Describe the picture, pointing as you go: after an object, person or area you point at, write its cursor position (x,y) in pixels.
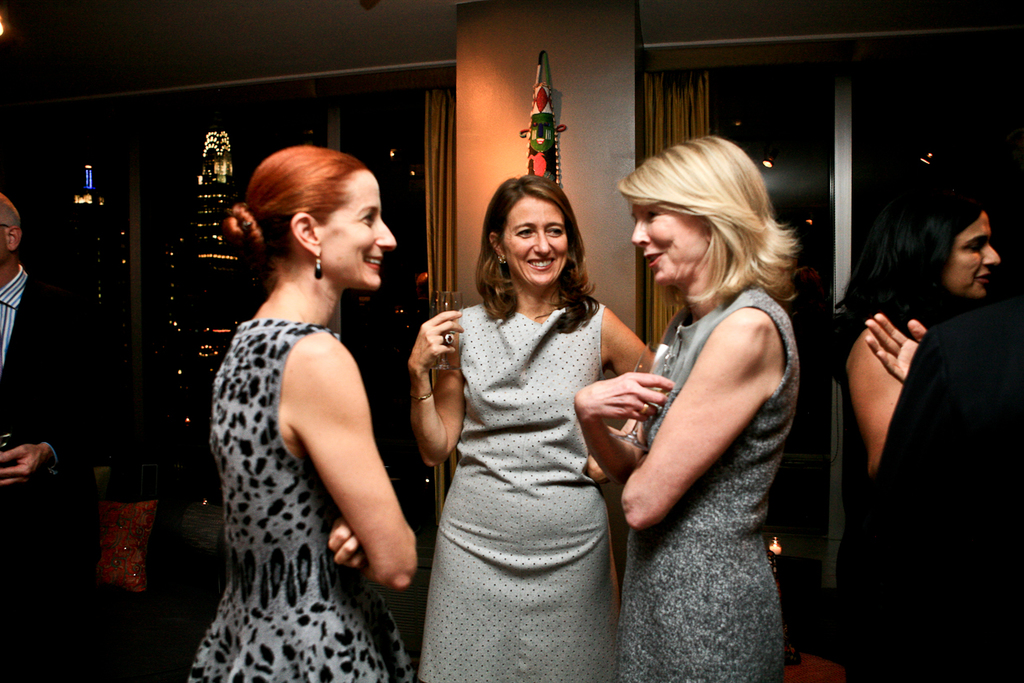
In the middle of this image (448,412), there are three women (574,437) in different color dresses (279,344), smiling and standing. One of them is speaking. On the right side (966,234), there is another woman (976,288) speaking. On the left side (48,640), there is another person (45,337) standing. In the background (63,196), there is an object (545,62) attached to the wall (495,118), there are two glass windows (794,135) having curtains (659,84). Through, these glass windows (249,153) we can see there are buildings (221,155) having lights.
